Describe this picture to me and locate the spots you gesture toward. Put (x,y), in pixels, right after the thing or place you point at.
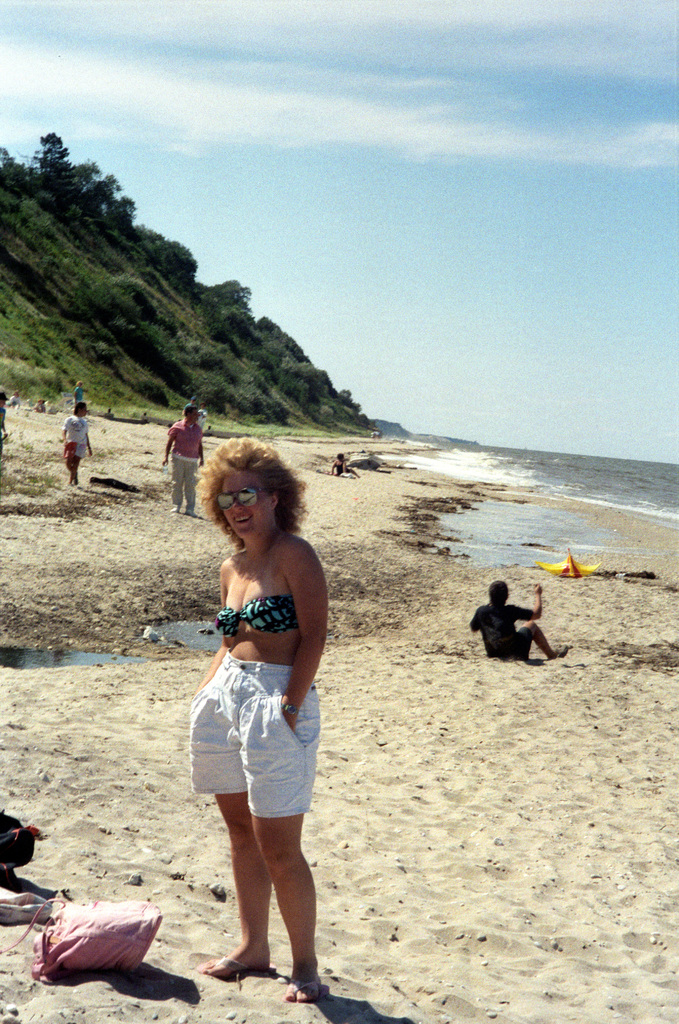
In this image there are a few people (225,455) standing and sitting on the seashore (188,721) and there is a luggage (36,912). In the background (384,378) there are trees (232,310), mountains (231,357) and the sky (458,240).
